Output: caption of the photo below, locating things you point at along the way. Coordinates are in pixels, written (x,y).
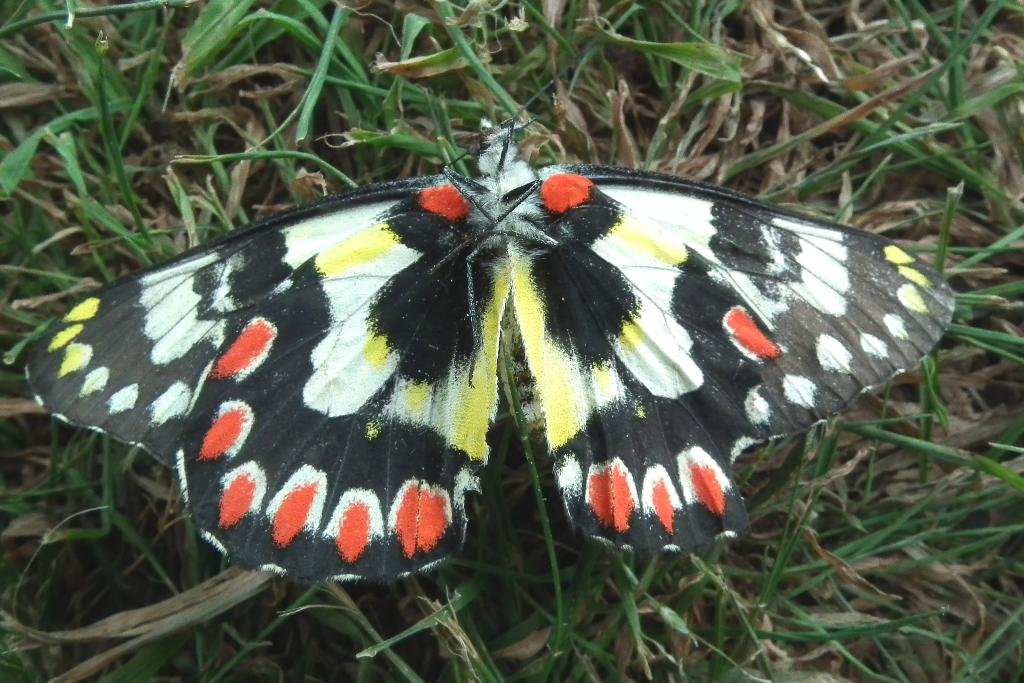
In this picture we can see a butterfly (346,319) on the grass (584,63).
